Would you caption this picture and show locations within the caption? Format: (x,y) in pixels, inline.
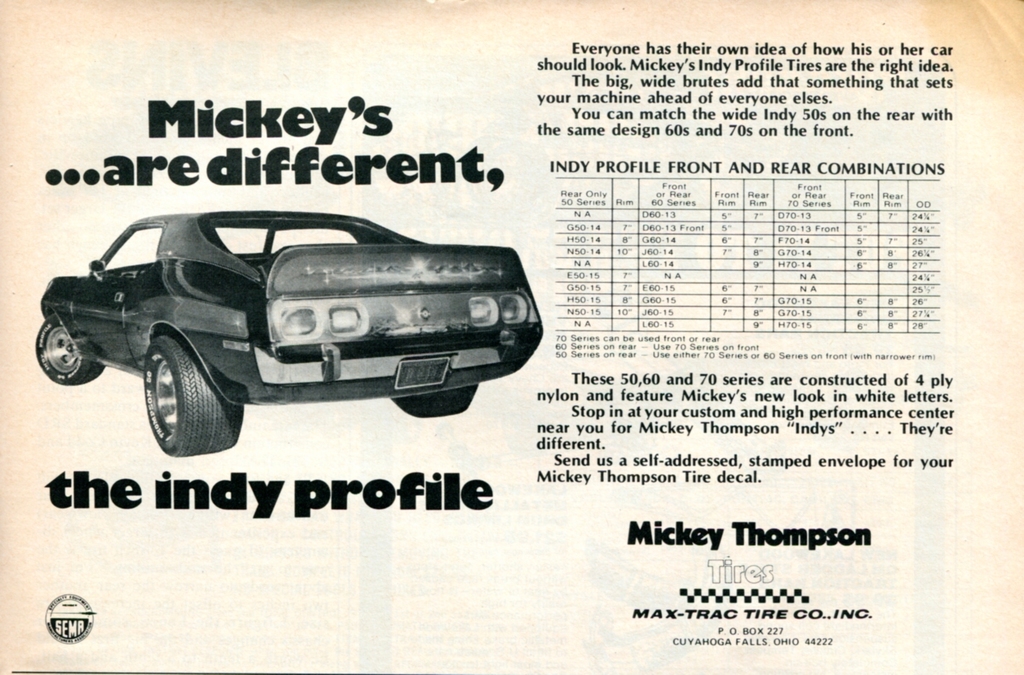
It is a poster (428,351). In this image there is a text (770,112) on the image.
